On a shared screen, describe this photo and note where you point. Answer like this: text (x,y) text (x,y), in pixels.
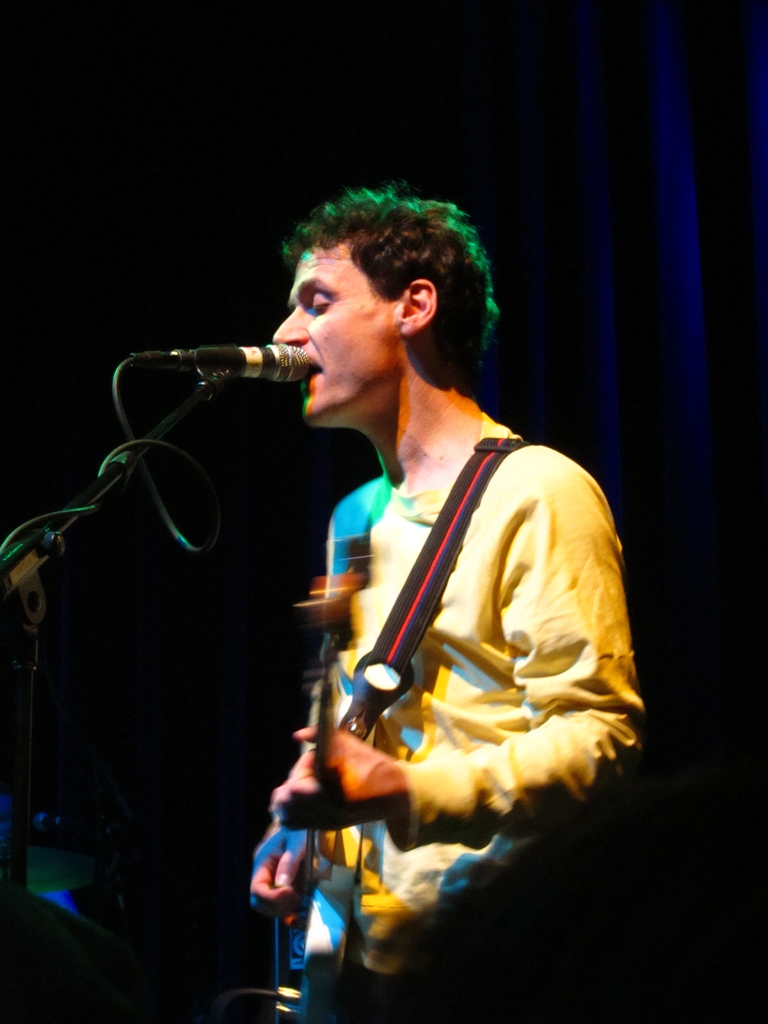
In the center of the image (371,353) there is a person (568,619) holding a guitar (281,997). There is a mic (213,367).
